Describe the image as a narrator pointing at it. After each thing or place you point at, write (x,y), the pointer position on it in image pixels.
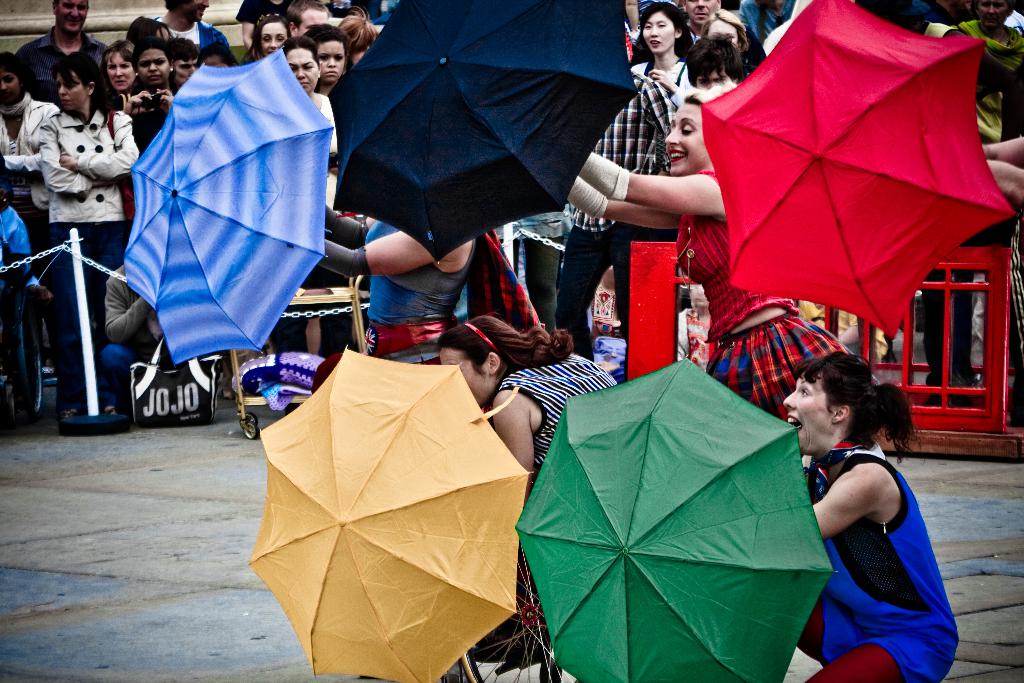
In the image there are women (929,647) in the middle (384,362) holding umbrellas (458,147) and behind them there are many people (119,109) standing in front of fence (85,328).
